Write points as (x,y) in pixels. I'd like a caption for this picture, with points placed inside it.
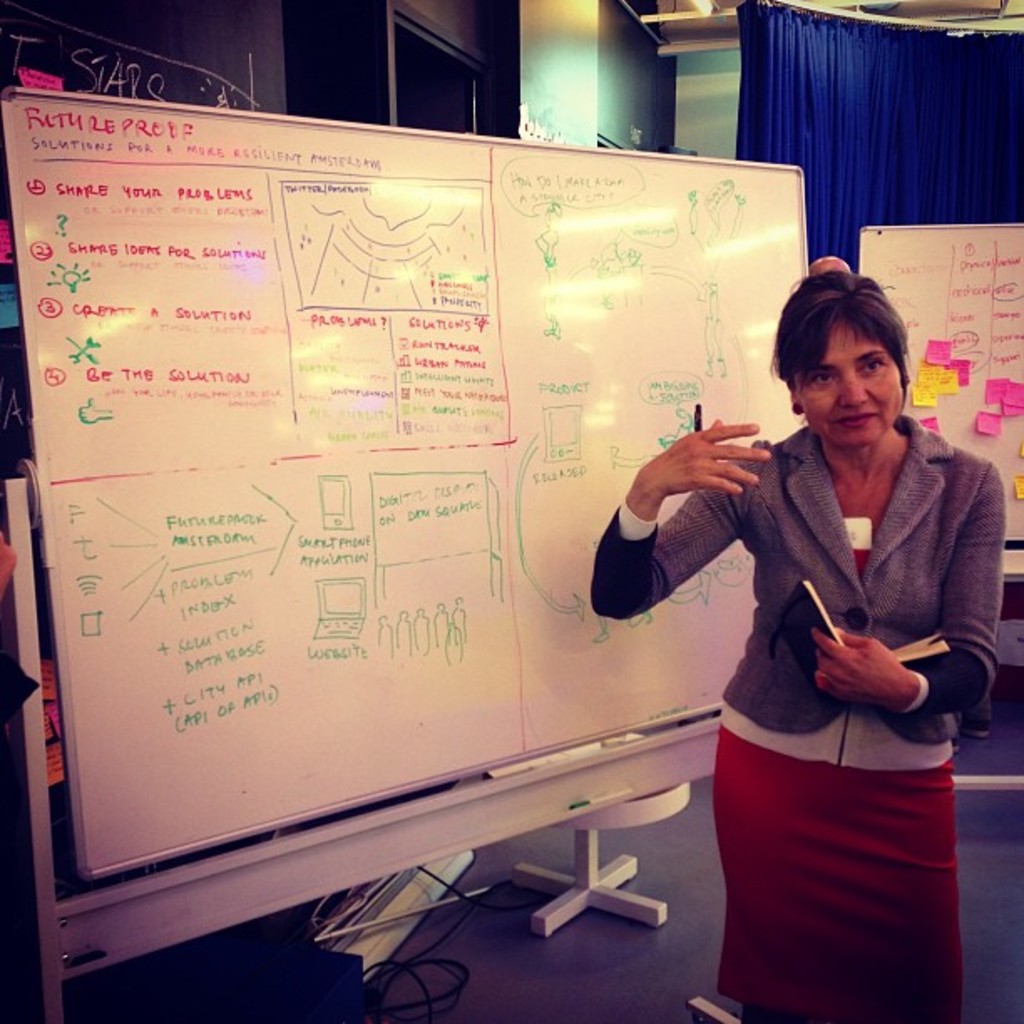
In this image I can see a person (786,572) standing. There are white boards (527,279) and there is some text (346,543) written on them. Also there are papers (952,368) attached to the boards (975,333). There is a curtain (754,58) and there are some other objects (18,421).
